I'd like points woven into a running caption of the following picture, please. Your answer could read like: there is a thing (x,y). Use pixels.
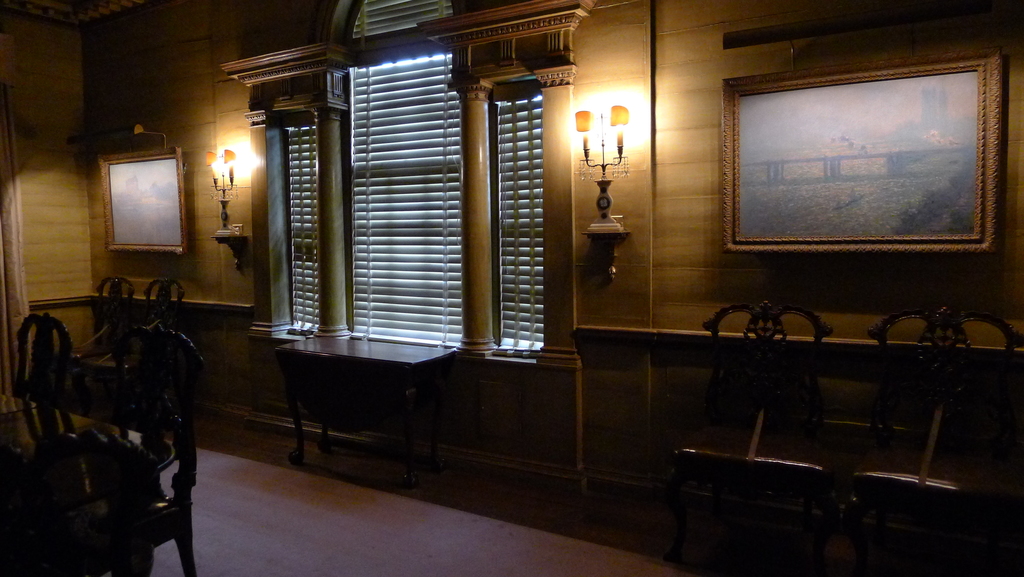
In the image we can see there is a window (440,238) and beside it on the wall (609,105) there are two lightings (217,162) and there are two photo frames (137,207) on the wall (195,269) and there is a dining table (113,467) and there are chairs (151,399) and table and the image is little dark.
